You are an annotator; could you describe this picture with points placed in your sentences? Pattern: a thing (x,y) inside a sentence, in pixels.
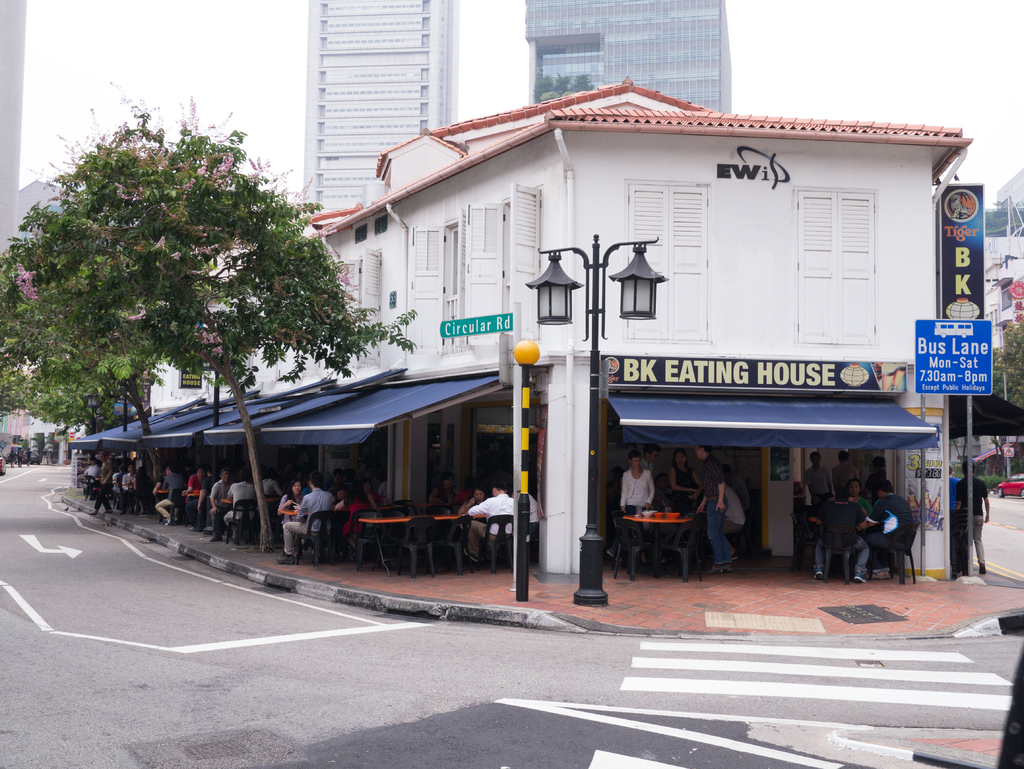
In this image there is a road (474,691), beside the road (321,601) there is a shop (459,448), in that shop (488,478) there are benches (395,522) and chairs (401,552) people (166,511) are sitting on chairs (688,525), beside that there are trees (228,334) and poles (570,248), in the background (615,18) there are buildings (615,18).
